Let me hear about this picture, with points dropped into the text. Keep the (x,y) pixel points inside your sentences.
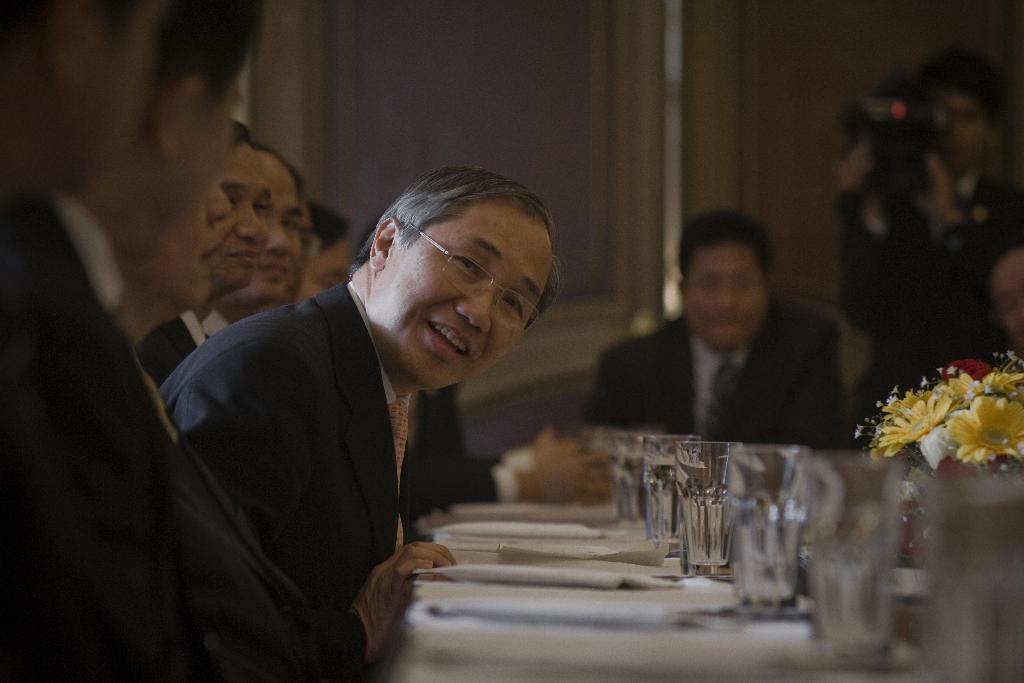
In this image there are persons (238,305) sitting. In the center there is a table (736,656) and on the table (786,636) there are plates (496,533), glasses (725,529) and there are flowers (961,404). In the background (908,240) there is a man (913,212) standing and holding a camera (919,157).
